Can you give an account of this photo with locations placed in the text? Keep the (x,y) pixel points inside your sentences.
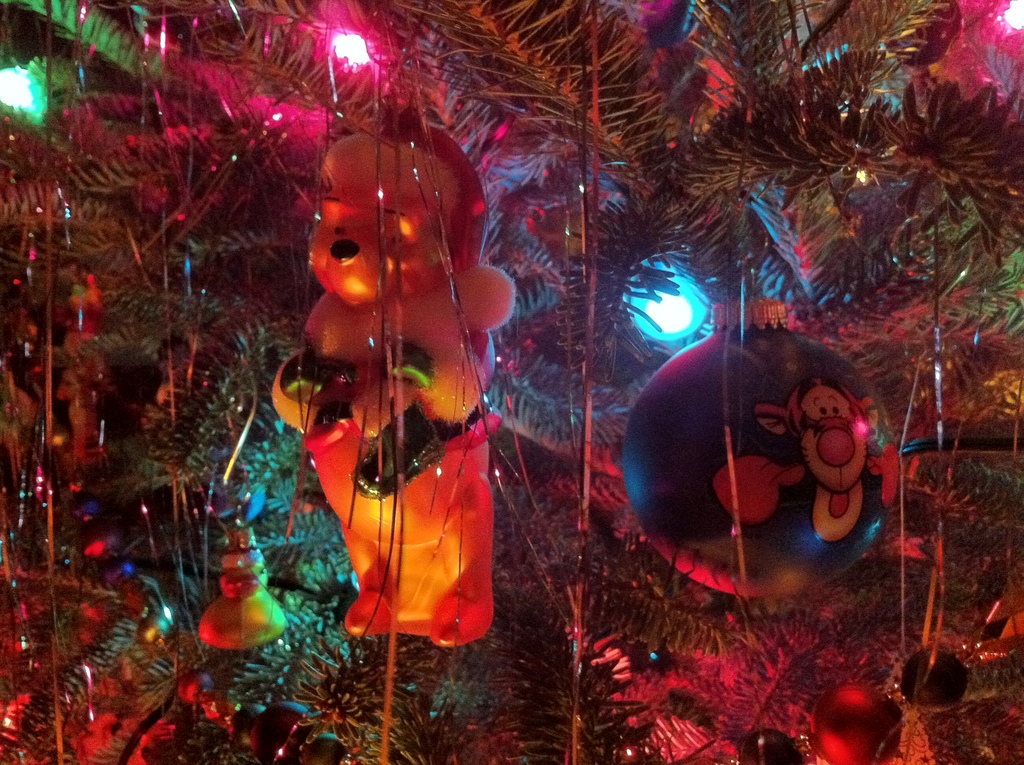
In the center of this picture (410,508) we can see the toys (452,207) and some balls (729,536) and some decoration items (903,747) are hanging on the tree (523,113) and we can see the lights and some other objects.
